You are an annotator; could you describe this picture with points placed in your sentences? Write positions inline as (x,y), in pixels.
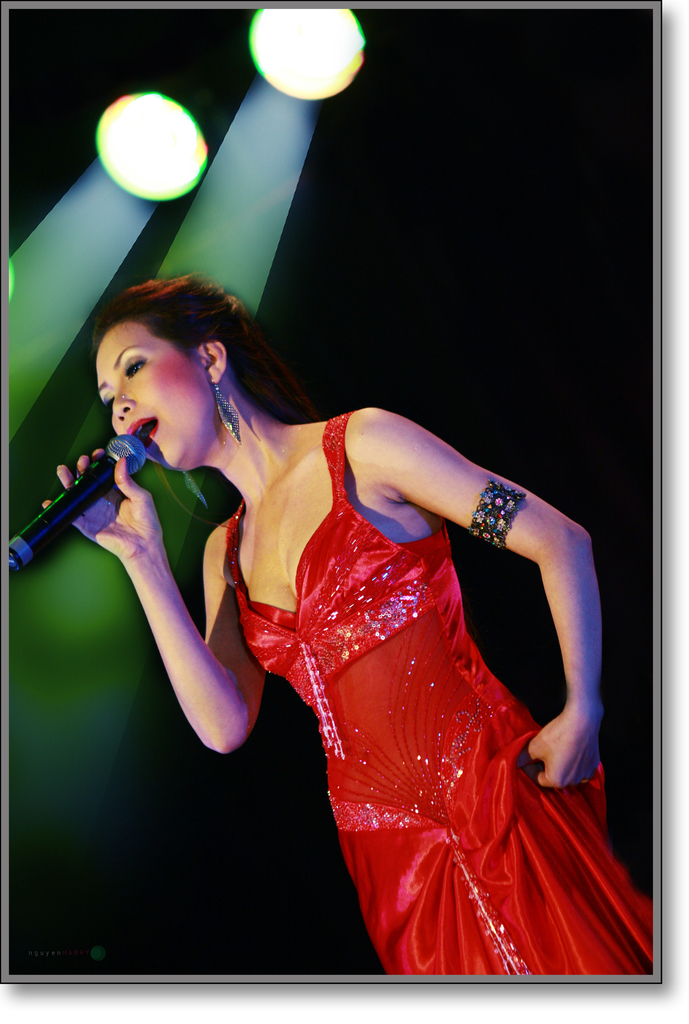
Here we can see one women (337,735) wearing a pretty red colour dress (443,725) and she is holding a mike (90,494) in her hand (117,469) and singing. These are lights (274,25).
